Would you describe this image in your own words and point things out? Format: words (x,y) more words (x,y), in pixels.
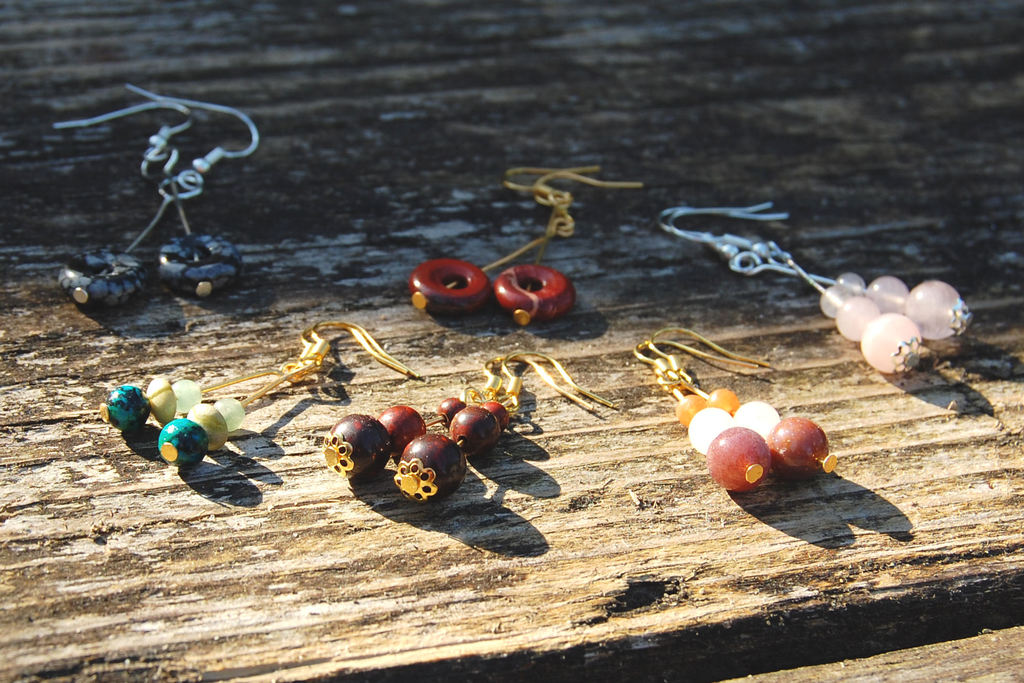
There are beads (747,425) which are attached to the threads (694,388) and rings (521,272) which are attached to the threads (149,233) on the wooden surface (1015,254).
